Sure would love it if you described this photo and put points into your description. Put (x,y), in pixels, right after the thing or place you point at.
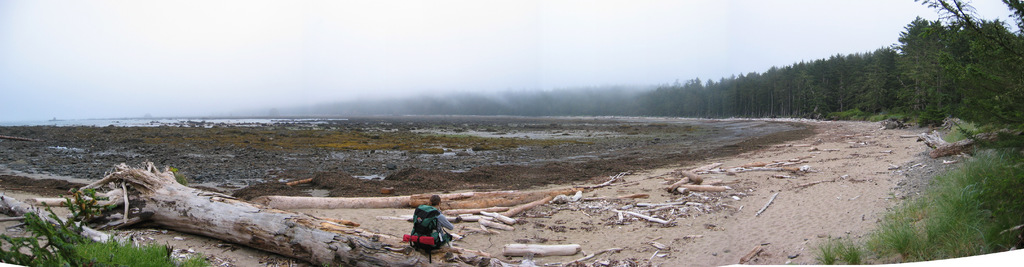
In this picture, we can see a person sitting on the fallen tree (318,233), we can see the ground (795,196) with some wooden objects (572,246), grass (954,201), plants (949,199) and trees (902,77), we can see water (138,122) and the sky (341,98).
